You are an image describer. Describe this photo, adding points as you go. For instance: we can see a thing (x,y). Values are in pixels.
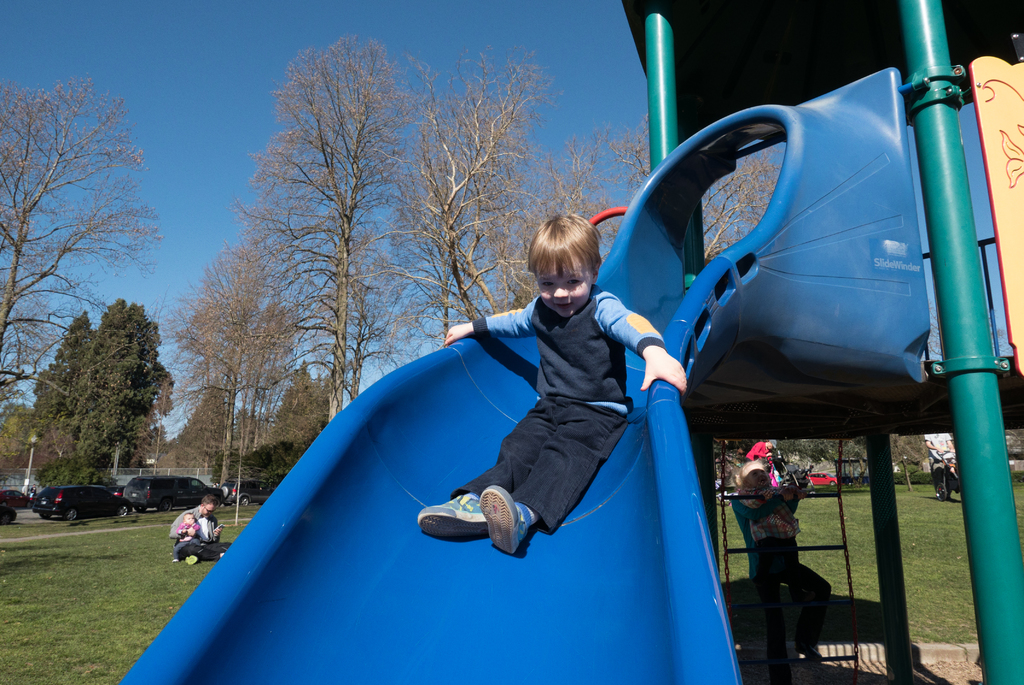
In this image we can see a kid (522,491) on the slide (484,656) and there are people (200,521). In the background (198,502) there are cars (33,508), trees (33,165) and sky (187,258). There is grass (15,574). We can see a fence (187,470).
